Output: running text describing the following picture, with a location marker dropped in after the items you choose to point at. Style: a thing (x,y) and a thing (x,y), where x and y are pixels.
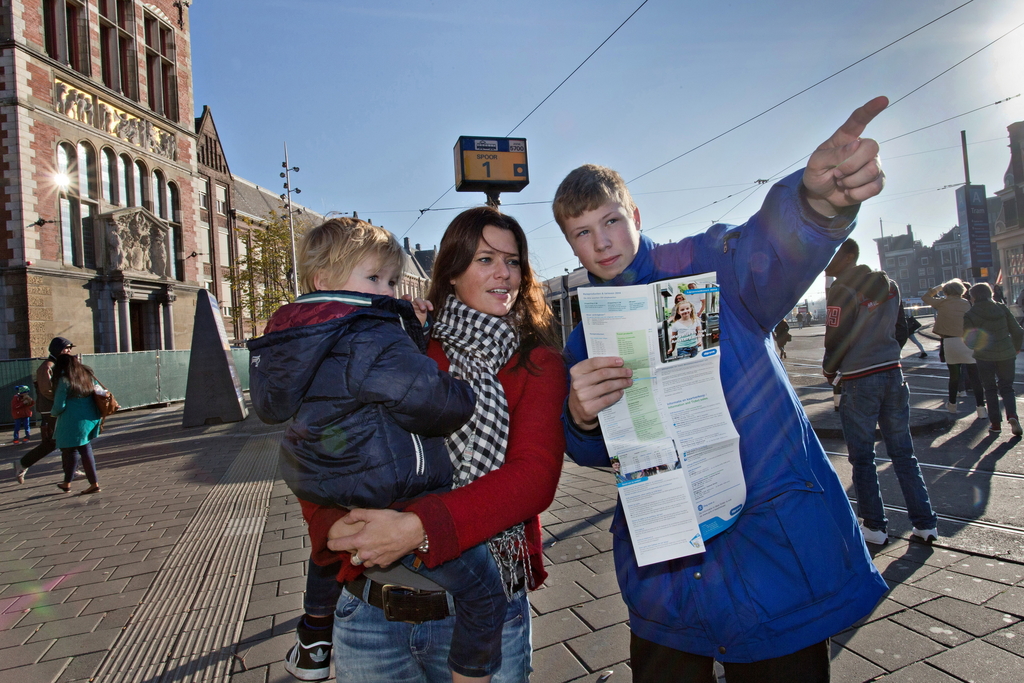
In the foreground of this image (782,480), there is a person (749,563) standing and holding a brochure (692,405) in his hand (581,422). Beside him, there is a woman (478,397) standing and carrying a baby (384,433) on the pavement (538,630). In the background (878,343), there are people (871,430) walking, few poles (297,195), cables (712,202), boards (972,229), buildings (197,217), a tree (286,267) and the sky (389,117).
